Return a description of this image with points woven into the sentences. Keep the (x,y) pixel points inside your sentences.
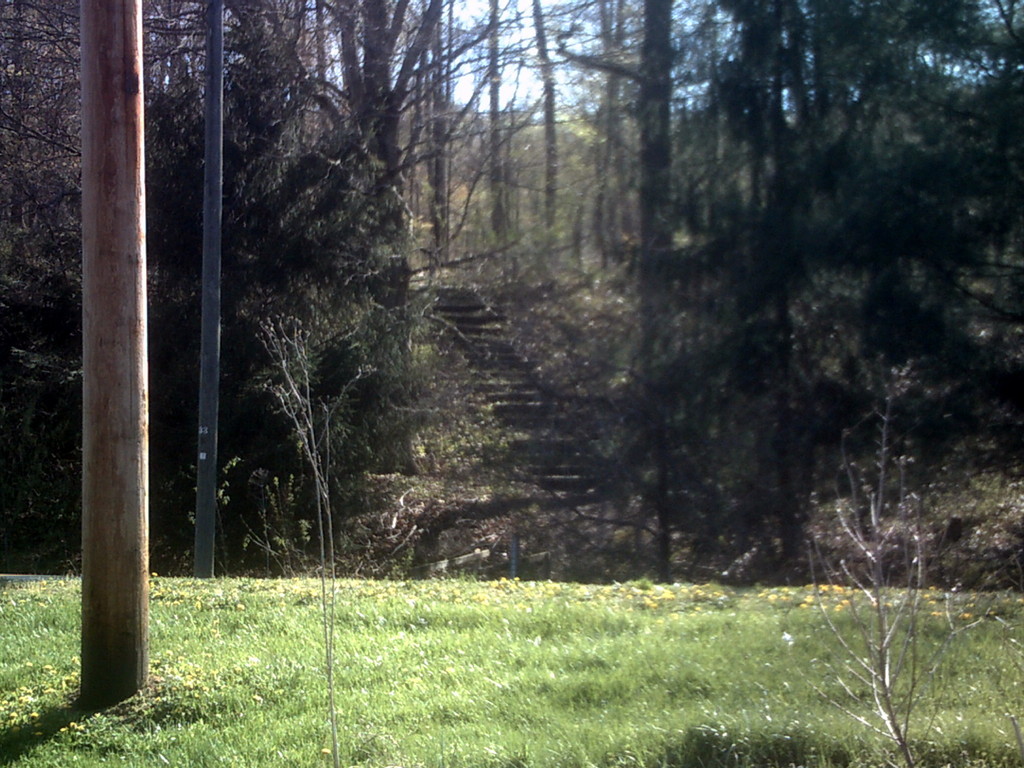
In the foreground (395,762) we can see the grass (280,590). Here we can see the wooden pole (142,388) on the left side (127,396). In the background (159,79), we can see the trees (653,159).
